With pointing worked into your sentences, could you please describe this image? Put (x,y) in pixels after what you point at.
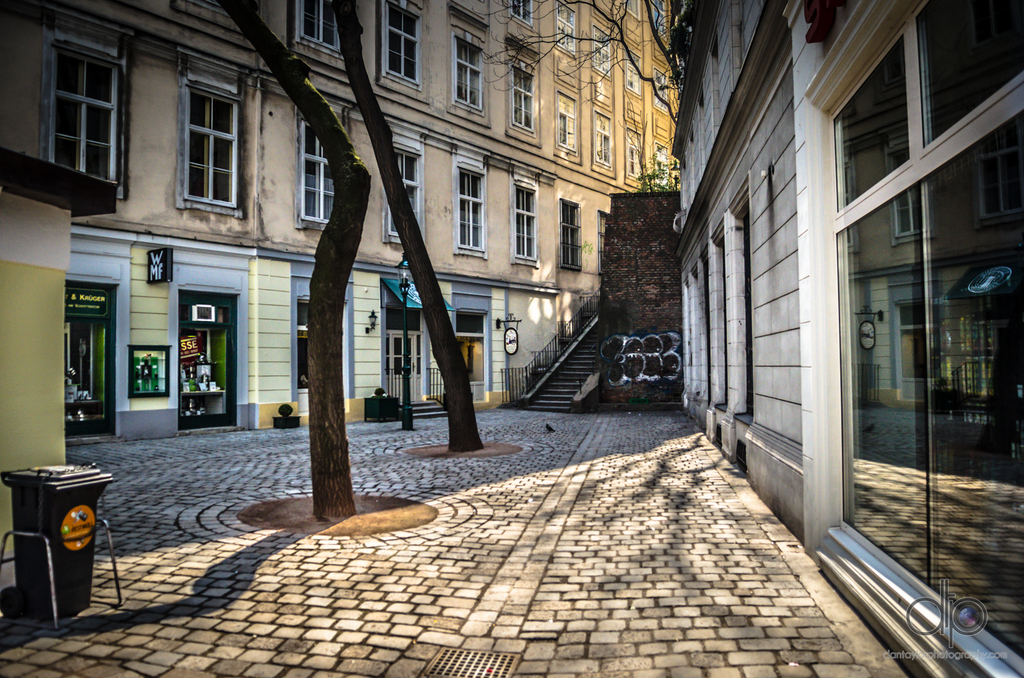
In this picture I can see buildings (581,206), trees (654,84) and a dustbin (69,493). I can see couple of boards (96,302) with some text (152,261).
